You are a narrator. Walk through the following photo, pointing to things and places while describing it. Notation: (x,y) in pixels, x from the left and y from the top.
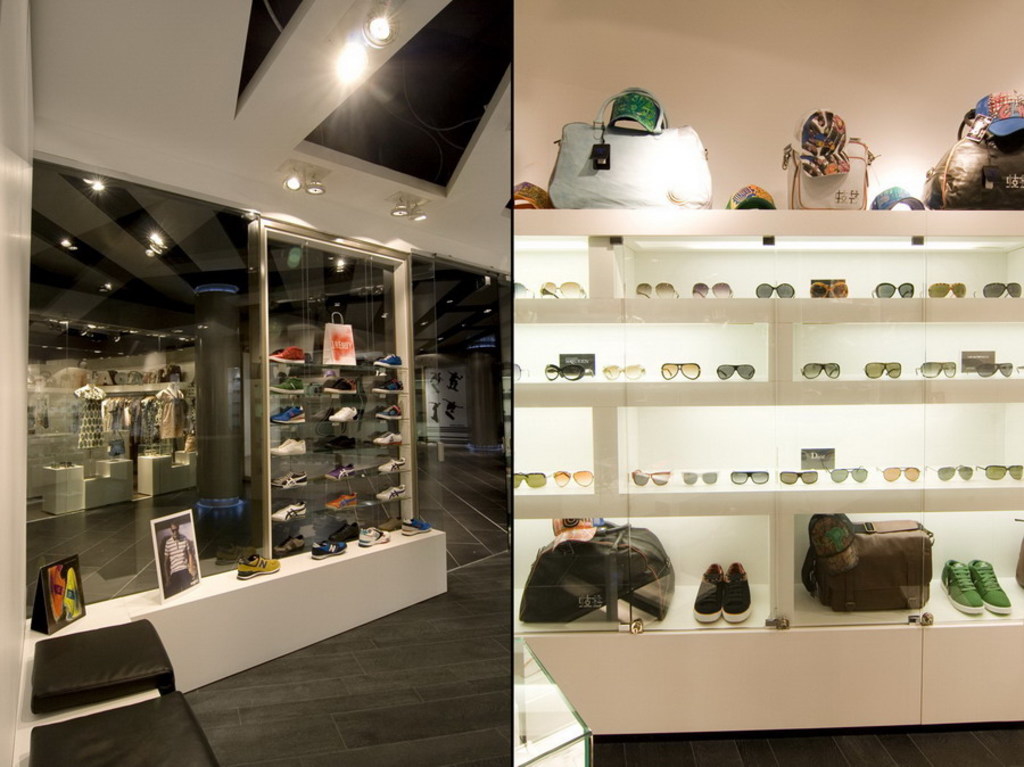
In this picture we can see a mirror (360,370), and couple of bags (812,562), shoes (709,584), spectacles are in the racks (715,381).
